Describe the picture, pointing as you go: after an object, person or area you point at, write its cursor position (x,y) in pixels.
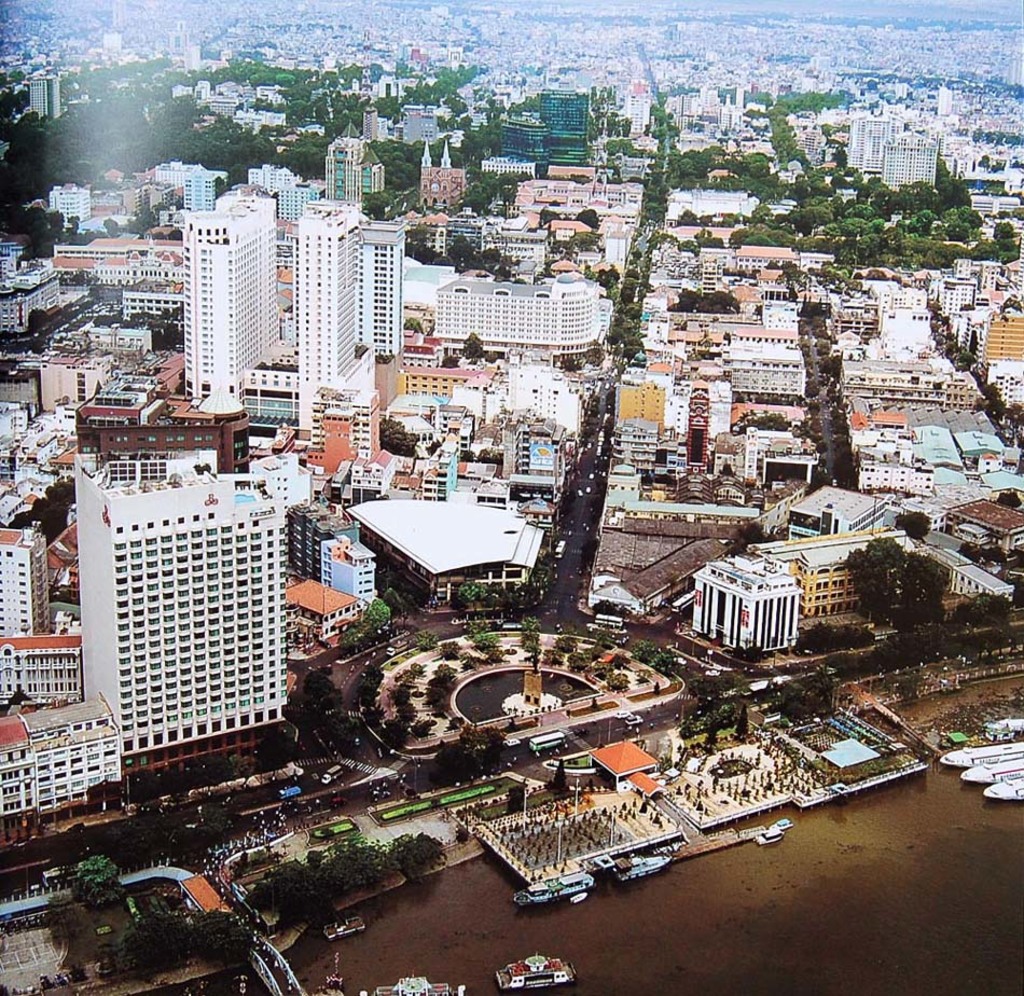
In this picture we can see boats (992,723) above the water (434,918), buildings (1014,492), trees (840,641), poles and vehicles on the road (78,834).
